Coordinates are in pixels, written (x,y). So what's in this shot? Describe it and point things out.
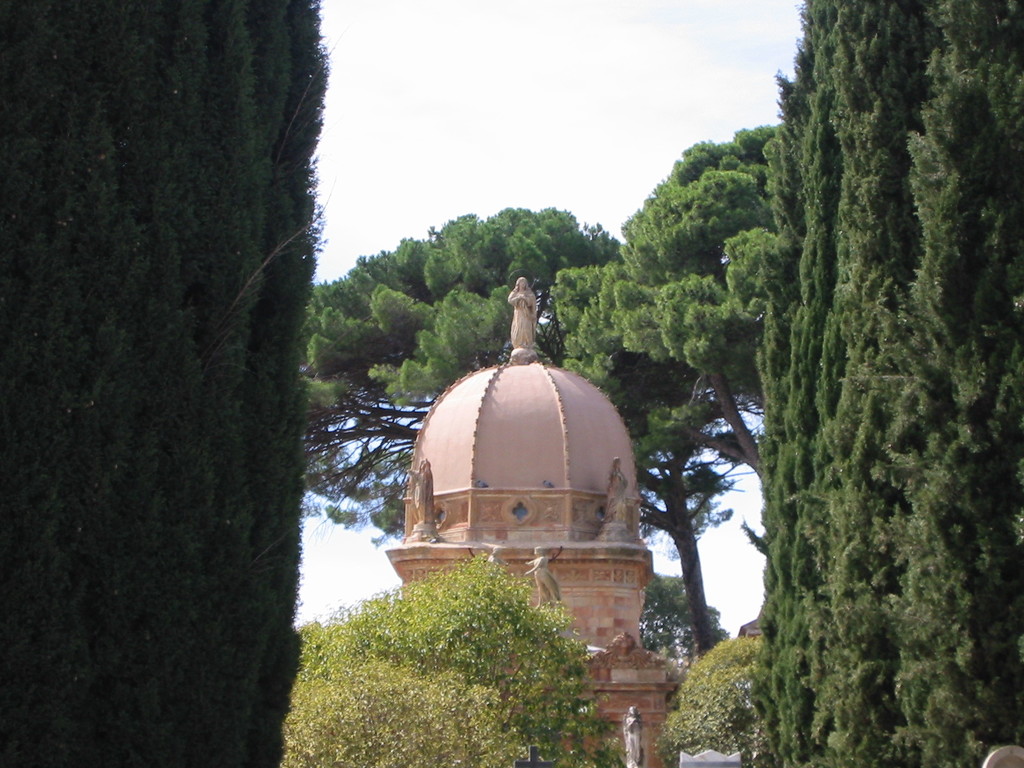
In this image we can see the trees (226,293) on the left side (250,314) and the right side (820,236) as well. Here we can see the dome construction (597,530). This is a sky (554,142).
